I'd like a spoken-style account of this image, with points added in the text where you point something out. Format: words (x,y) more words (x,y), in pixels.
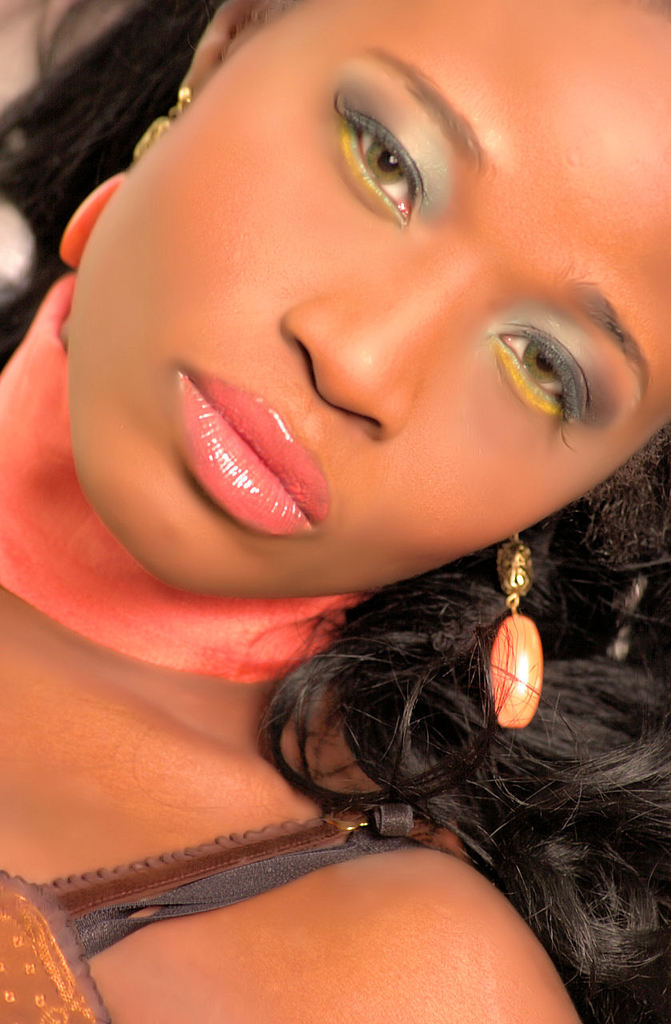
In this image I can see a person (168,990) wearing brown color dress (47,955) and an orange color earrings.
